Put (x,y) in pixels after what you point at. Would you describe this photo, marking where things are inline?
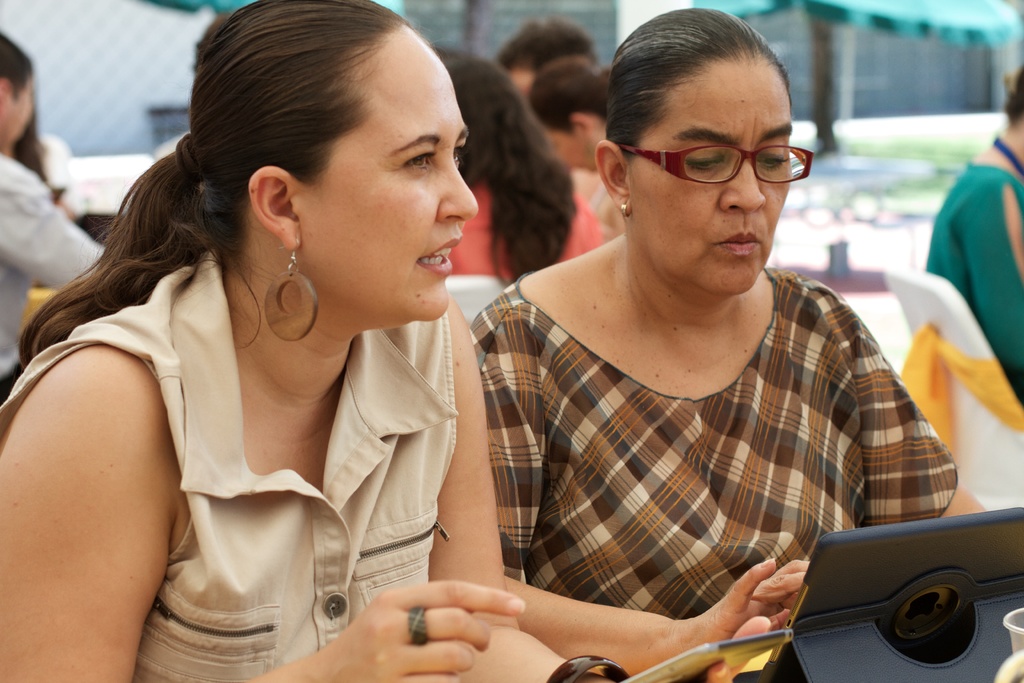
In the picture we can see two women (517,557) are sitting on the chairs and one woman (767,290) is holding a tablet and watching something and behind them we can see some people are sitting on the chairs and beside them we can see a green color tent (844,13) and on the surface (932,141) we can see grass (863,145).
